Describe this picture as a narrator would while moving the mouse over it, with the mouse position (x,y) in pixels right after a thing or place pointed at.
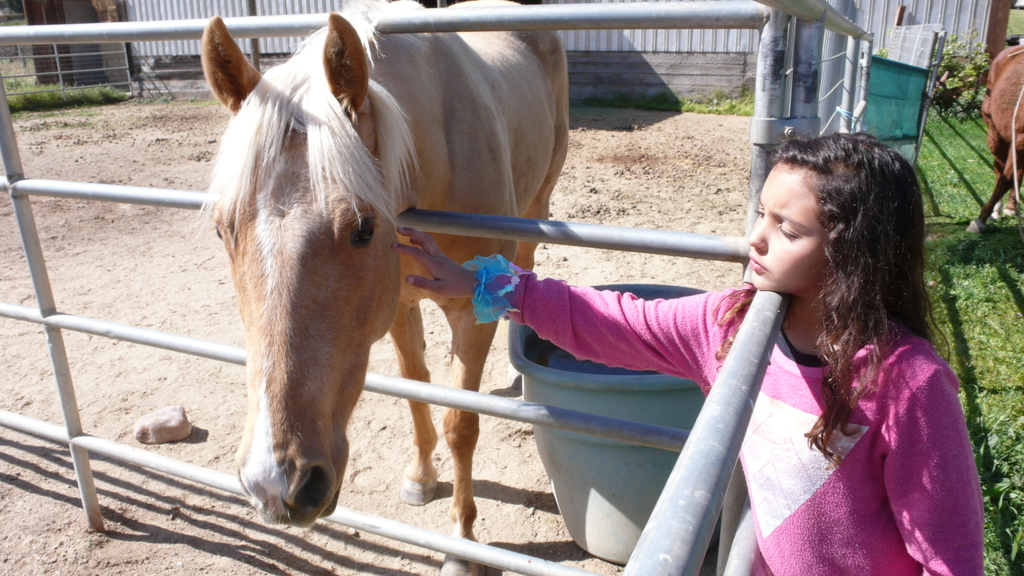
Inside the stable (85,179) there is a horse (445,164). And beside the horse (454,148) there is a tub (563,372) with water (551,362) in it. And a girl (878,434) with pink t-shirt (871,481) is touching horse (399,275). She is outside the stable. And to the top right corner (1015,95) there is another horse (1005,137). That horse (996,124) on the grass (966,290). And behind them we can see a steel roof (936,20).
